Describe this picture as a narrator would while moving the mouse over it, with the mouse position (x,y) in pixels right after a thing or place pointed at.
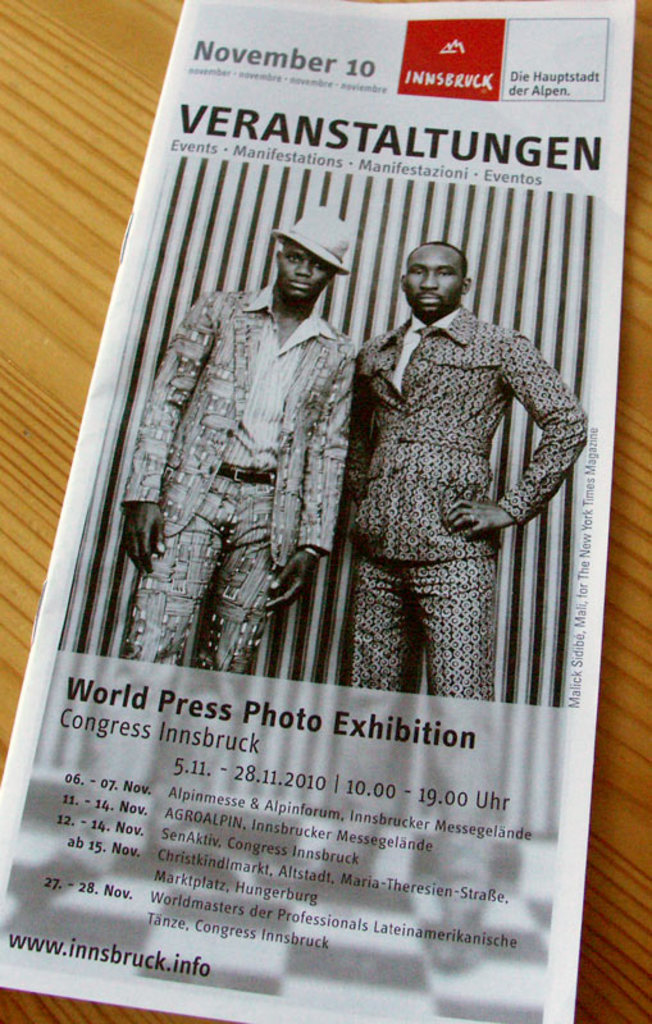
In this image, I can see a brochure (305,600) on a table (638,209). This picture might be taken in a room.
